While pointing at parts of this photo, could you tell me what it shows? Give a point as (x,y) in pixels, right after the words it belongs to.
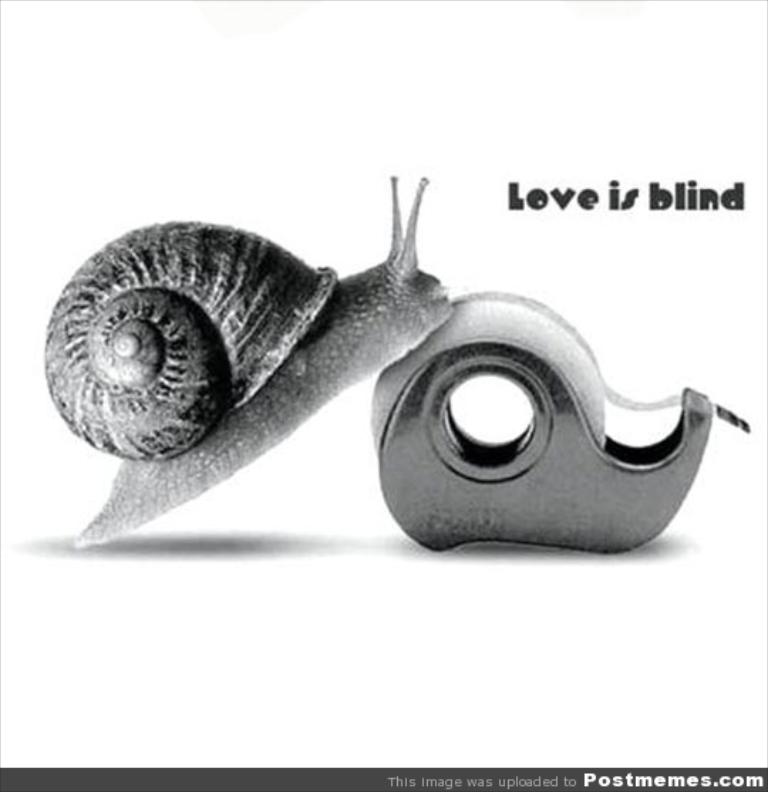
In this image I can see a snail (229,405) on an object (475,462). This is a black and white image. Here I can see some text (501,779).
